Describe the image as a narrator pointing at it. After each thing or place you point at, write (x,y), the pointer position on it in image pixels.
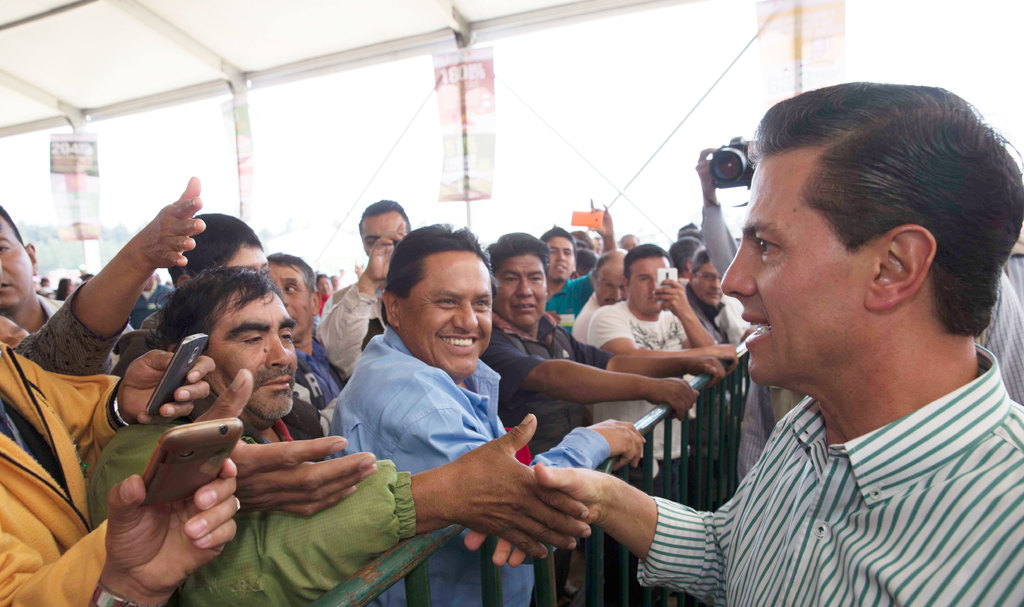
In the foreground of this image (817,447), on the right (823,466), there is a man (831,531) and behind him, there are persons (999,299) standing and a man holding camera (734,160). On the left (80,428), there are persons (397,345) standing behind the railing (372,571) and a man (435,494) shaking hand (466,491). In the background (460,120), under the shelter (222,62), there are banners (460,88) and ropes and the sunny sky (23,180).
